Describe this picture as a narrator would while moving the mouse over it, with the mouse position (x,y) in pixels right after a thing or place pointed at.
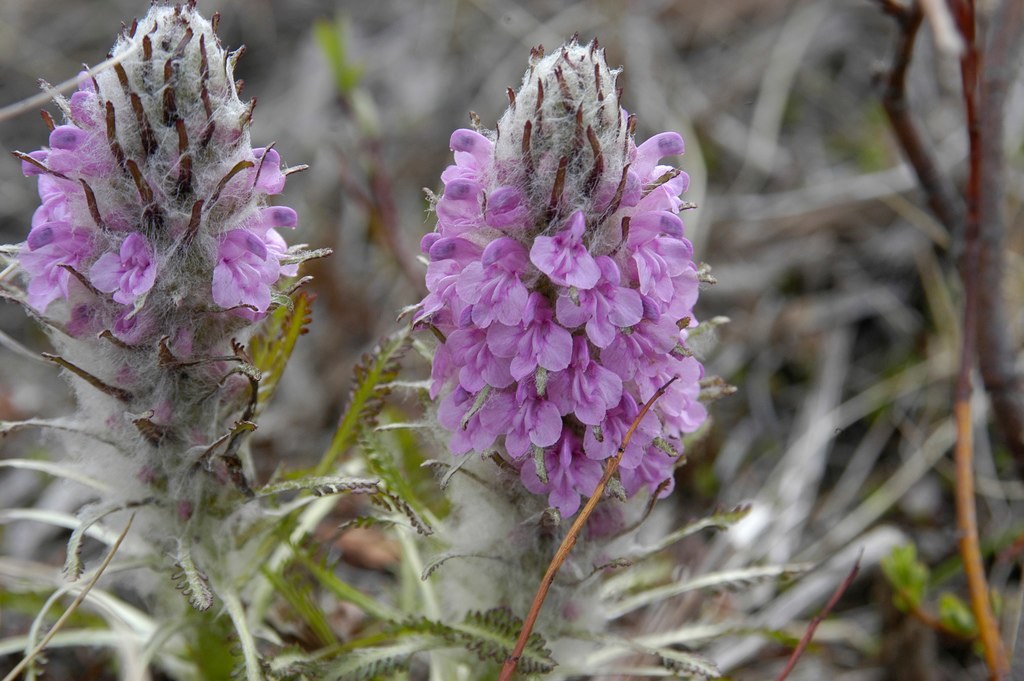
In this picture we can see few flowers (121,276) and plants (465,490).
